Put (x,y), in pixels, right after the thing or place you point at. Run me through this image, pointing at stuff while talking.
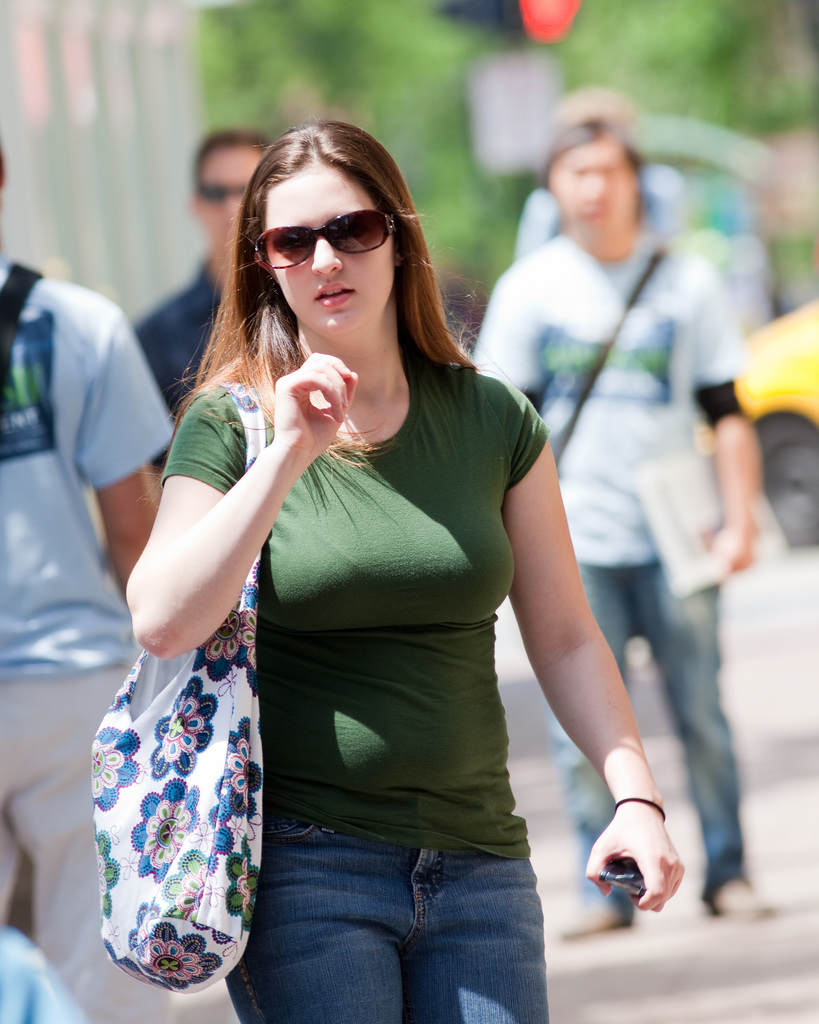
In this image I can see a woman (430,570) is standing. I can see she is wearing green colour t shirt (374,768), blue jeans (370,954) and black shades (359,222). I can also see she is carrying a bag (224,850) and holding a phone (613,882). In the background (580,416) I can see few more people (567,344) are standing and I can see this image is little bit blurry from background (796,576).
